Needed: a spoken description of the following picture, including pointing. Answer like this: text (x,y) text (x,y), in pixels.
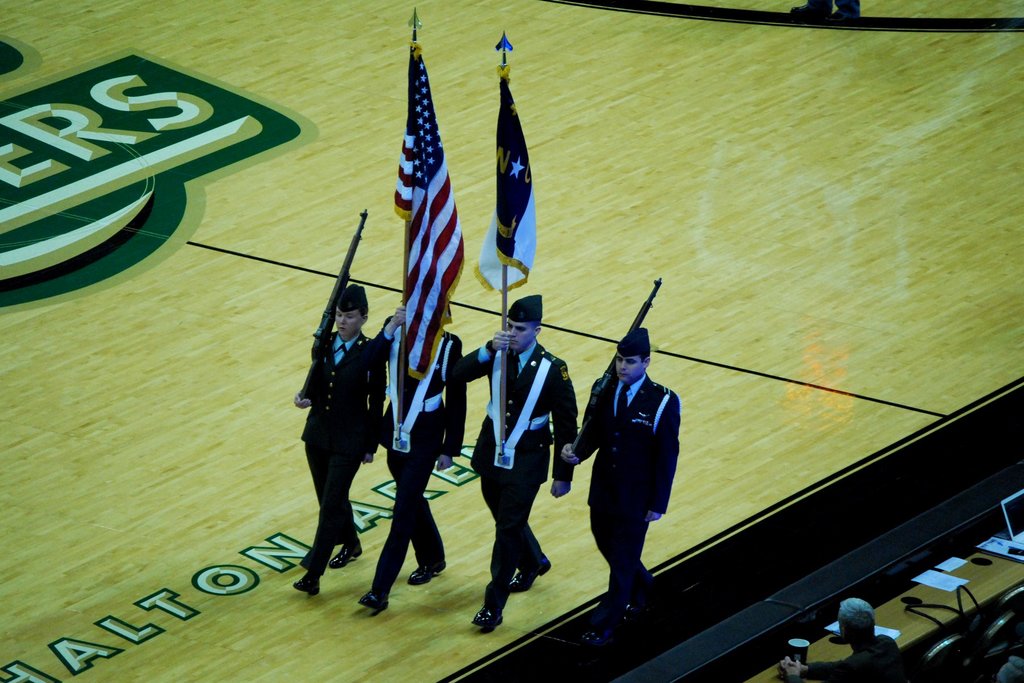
In this image we can see two men (616,409) holding the guns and two men (533,306) holding the flags (503,77) and are walking on the path (174,617) and we can also see the text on the floor (435,508). There is also a man (873,674) sitting on the chair (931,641) in front of the wooden table (976,570) and on the table (949,574) we can see the papers (987,548), laptop (1008,531) and also a cup (801,641). There is also a person (805,13) standing.
